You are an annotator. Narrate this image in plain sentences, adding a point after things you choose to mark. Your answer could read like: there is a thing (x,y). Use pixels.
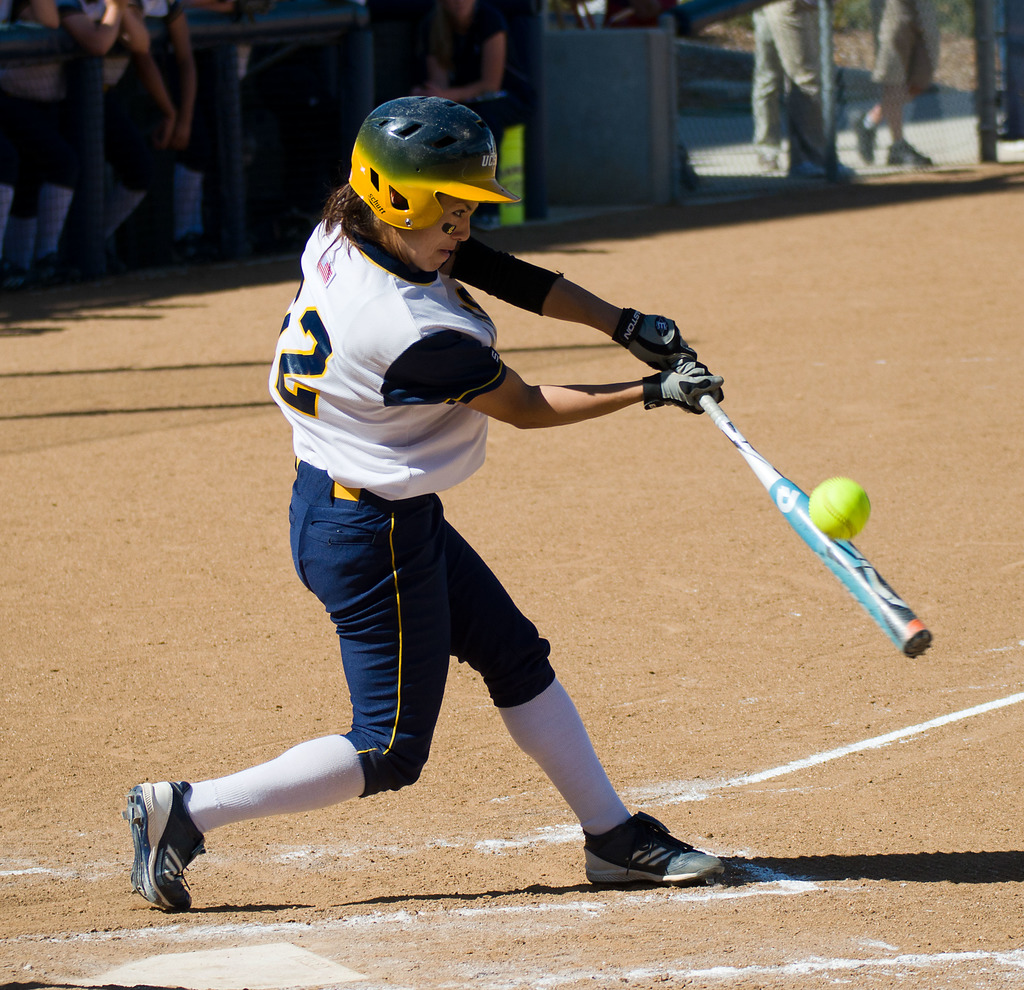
In this image I can see a person (329,255) holding a bat (748,450) and wearing different color dress (318,555). We can see a ball (851,519). Back Side I can see few people (765,44).
